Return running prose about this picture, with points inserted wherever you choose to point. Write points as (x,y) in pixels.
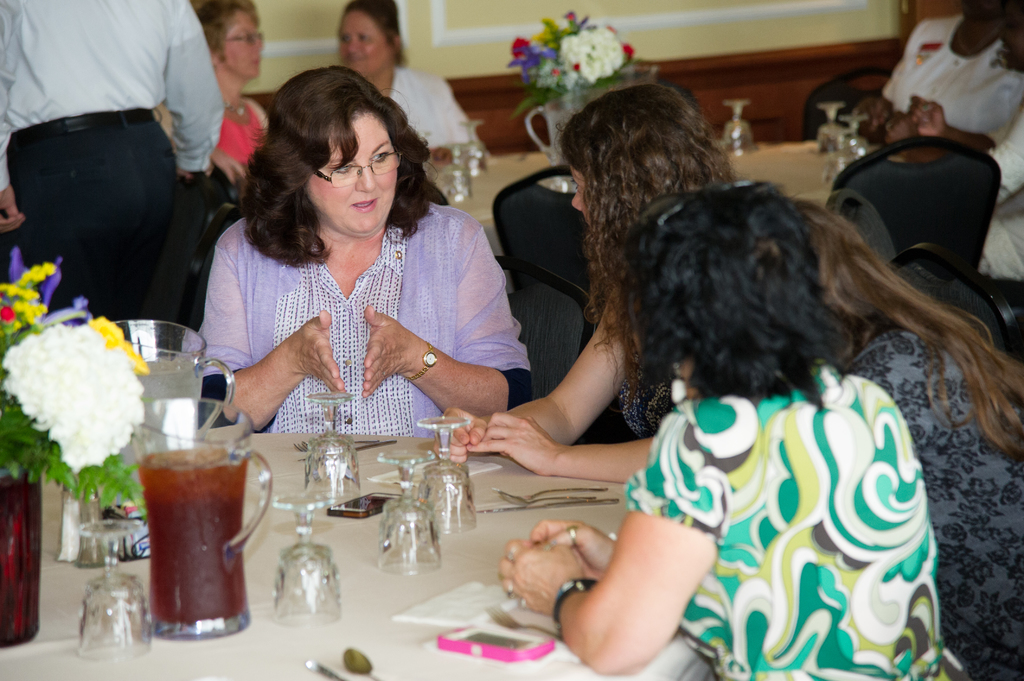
In the image we can see there are people (699,387) who are sitting on chair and on table (378,547) there are wine glass (323,581) and in jug (218,538) there is juice (227,608), there is mobile phones (473,636), spoon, fork (573,489) and vase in which there are flowers (22,334) and other people (143,69) are standing and sitting at the back (4,91).
